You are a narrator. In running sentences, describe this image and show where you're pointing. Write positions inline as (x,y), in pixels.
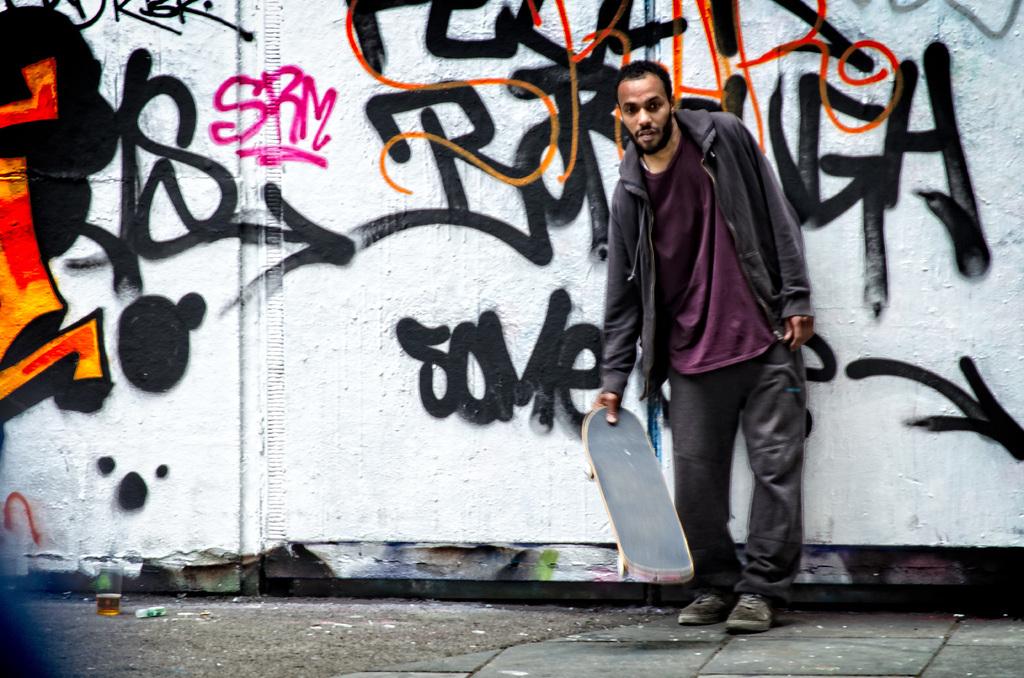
In this image we can see a person (730,249) holding a skateboard (667,501), there is a glass (116,584) with drink (110,596) on the ground (388,629) and there is a wall (822,170) with text (205,223) in the background (868,289).
